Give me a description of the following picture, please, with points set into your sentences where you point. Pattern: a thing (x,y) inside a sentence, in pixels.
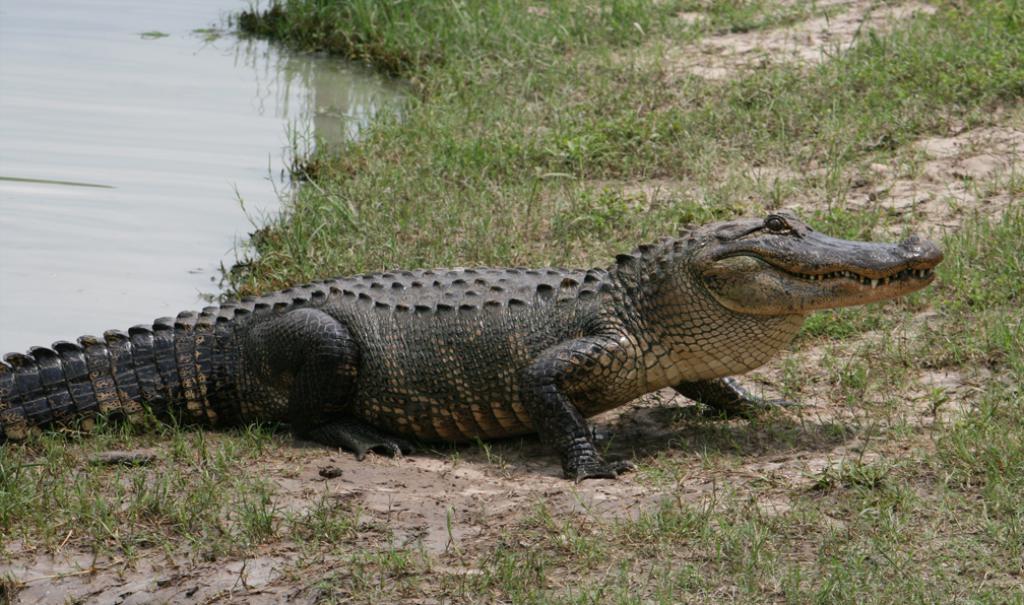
In this image there is an alligator (539,367) on the ground (591,497). There is grass (691,128) on the ground (647,128). Behind it there is the water (141,180).
